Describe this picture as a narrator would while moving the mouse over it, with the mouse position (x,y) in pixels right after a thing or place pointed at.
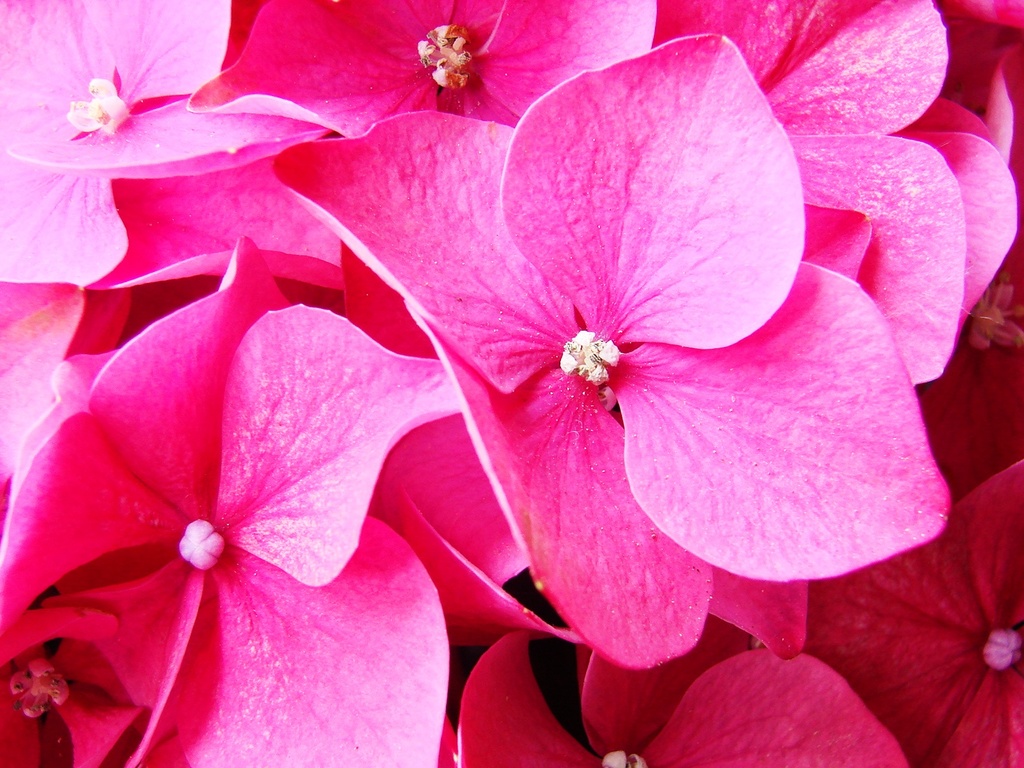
In this picture I can see many pink color flowers (524,236).
